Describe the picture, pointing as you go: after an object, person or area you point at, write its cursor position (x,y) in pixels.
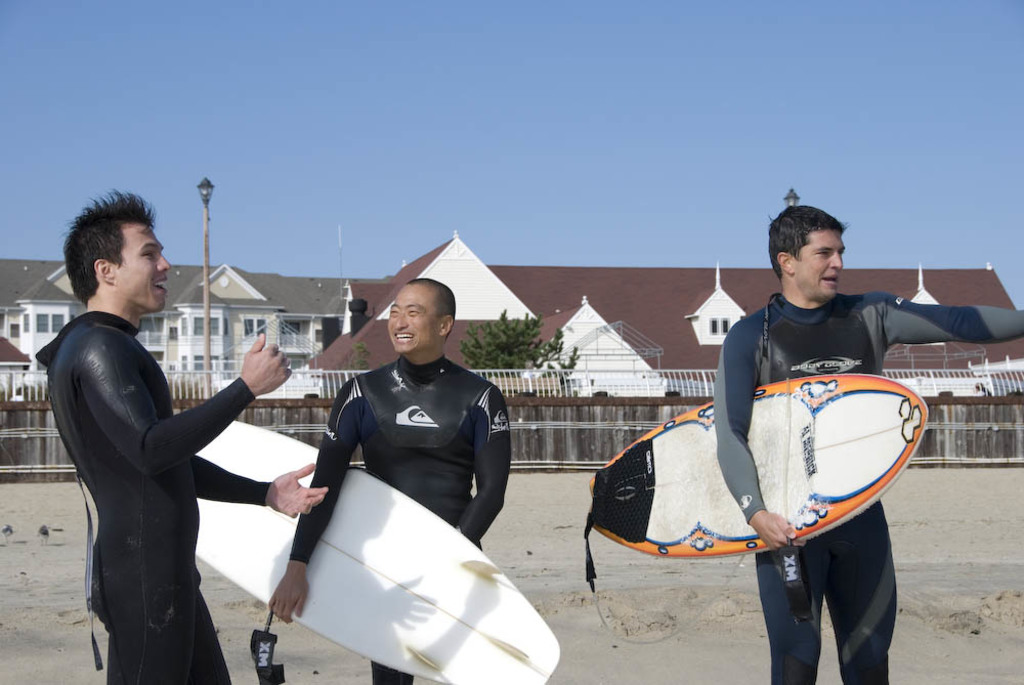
In this picture we can see three persons (298,574) standing in the middle (349,376). These are the surfboards (800,453). On the background (475,360) there is a tree (541,354). And this is the house (699,354). Here we can see the sky (402,155).
